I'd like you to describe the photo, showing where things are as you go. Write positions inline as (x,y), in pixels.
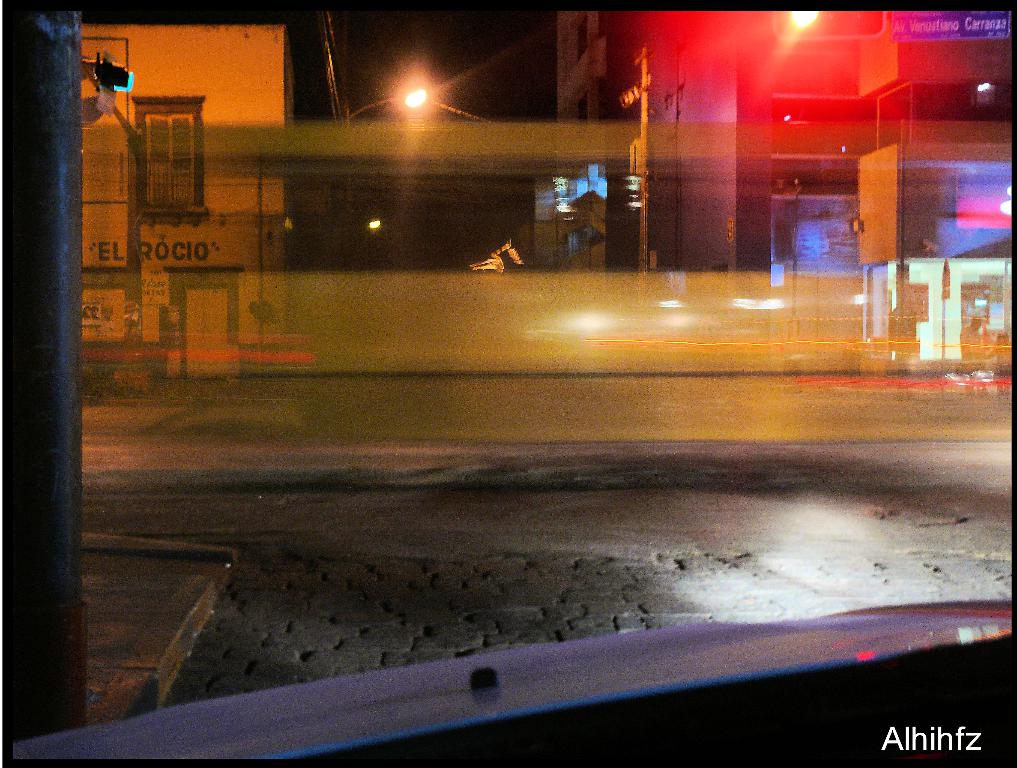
In this image At the back side (313,281) we can see the yellow color blur (346,281) and in the middle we can see a light (430,100) and on the right side (765,155) we can see the building (784,130). Front side, we can see stone road (505,624).
